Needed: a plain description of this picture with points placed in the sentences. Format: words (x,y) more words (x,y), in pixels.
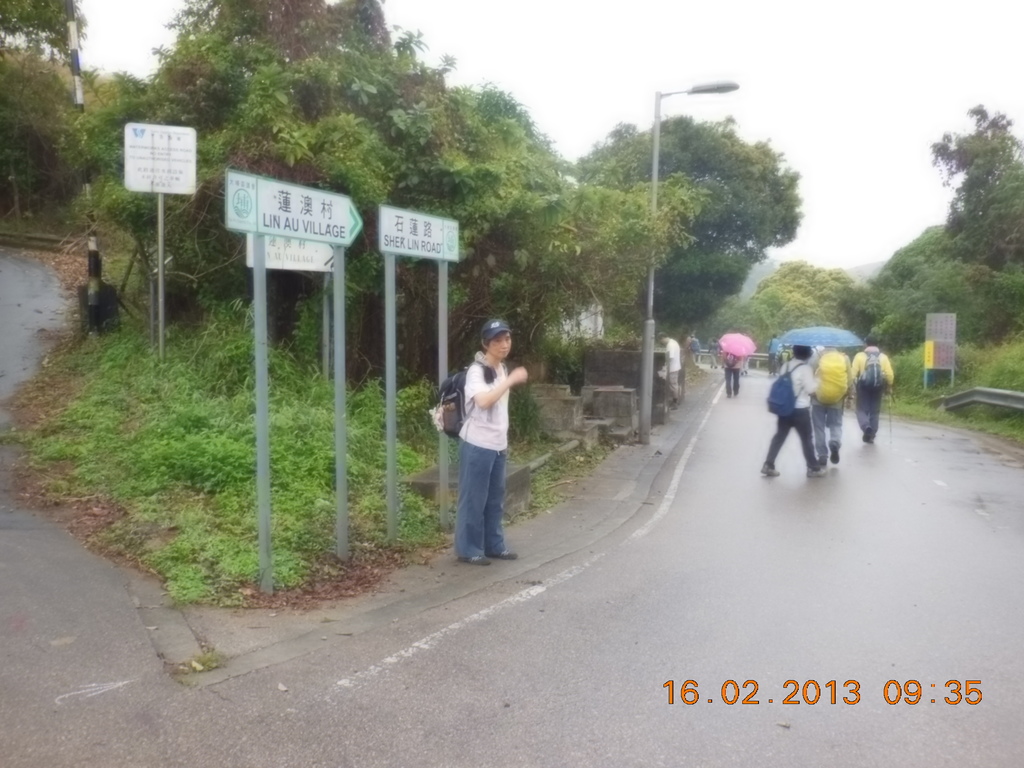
There is a person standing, poles (444,470), grassland (384,409) in the foreground area of the image (267,427), there are people (810,387) some are holding umbrellas (819,341) on the right side (735,369), there are trees (626,203), poles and the sky (807,199) in the background (629,202).
